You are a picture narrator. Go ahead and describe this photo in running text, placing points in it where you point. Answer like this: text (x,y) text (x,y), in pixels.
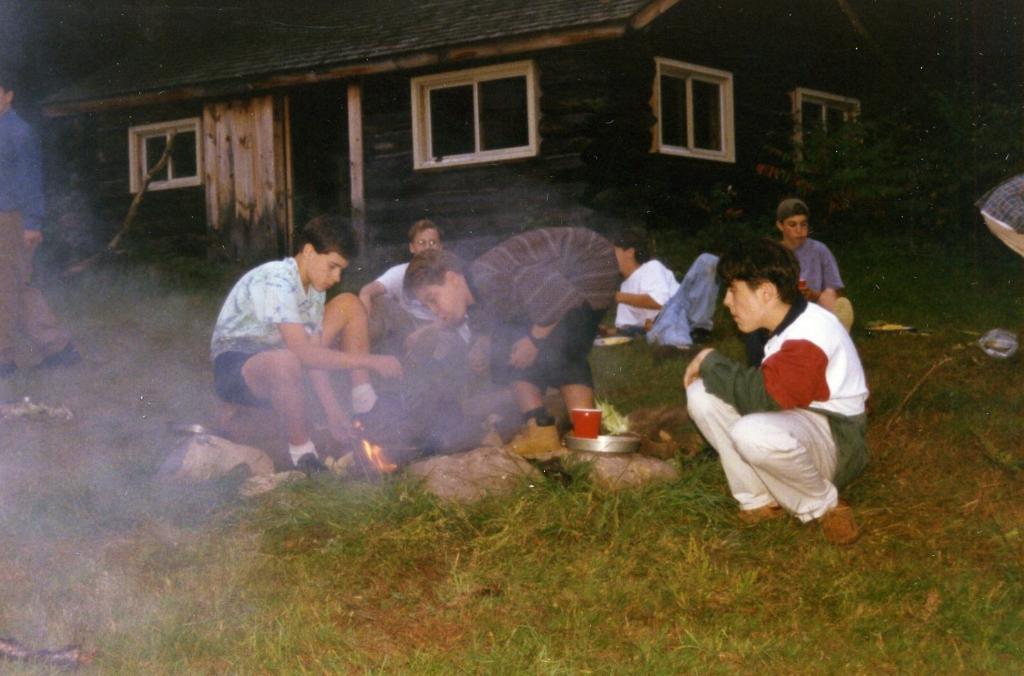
In this picture there are two persons (844,438) sitting on a greenery ground (809,530) and there is a fire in between them and there is another person (527,298) blowing towards the fire (379,460) and there are few other people (811,247) and a house (653,115) in the background (622,97) and there is a person (16,183) standing in the left corner (15,197).
